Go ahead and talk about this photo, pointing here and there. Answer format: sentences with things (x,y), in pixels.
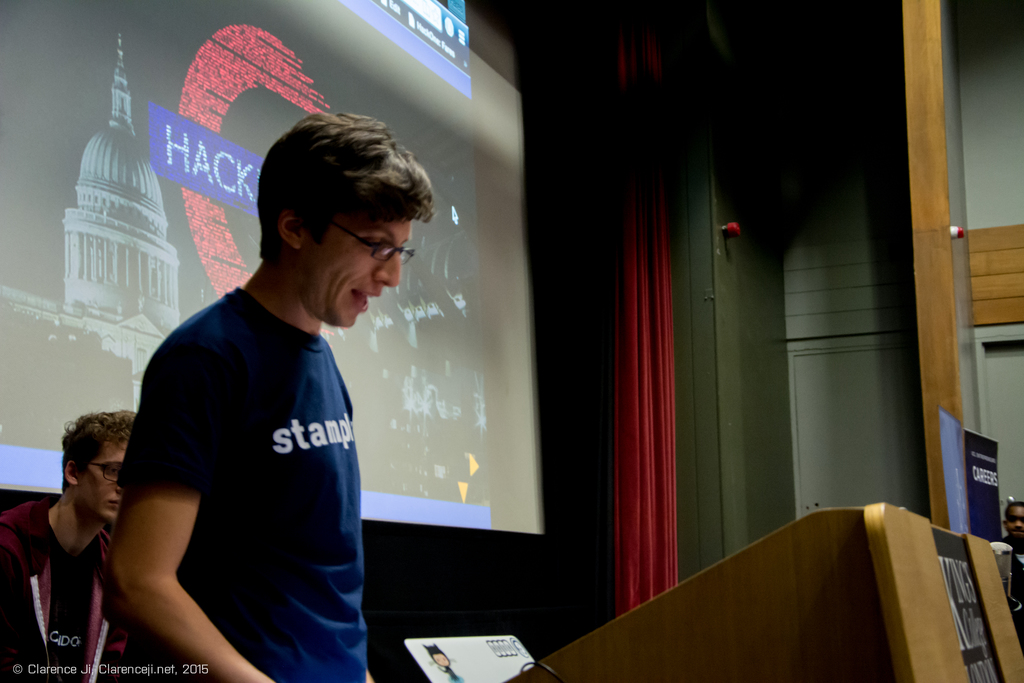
In this image on the left side (264,484) there is one man (309,490) who is standing and talking, and beside him there is one person (83,529) and at the bottom (841,558) there is a podium (762,676) and also there are some screens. In the background (495,608) there is a screen (488,296), curtain (660,197), wall (697,312) and some boards (980,476). On the boards (953,441) there is text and in the center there is a door (820,442), on the right side (1008,537) there is one person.
